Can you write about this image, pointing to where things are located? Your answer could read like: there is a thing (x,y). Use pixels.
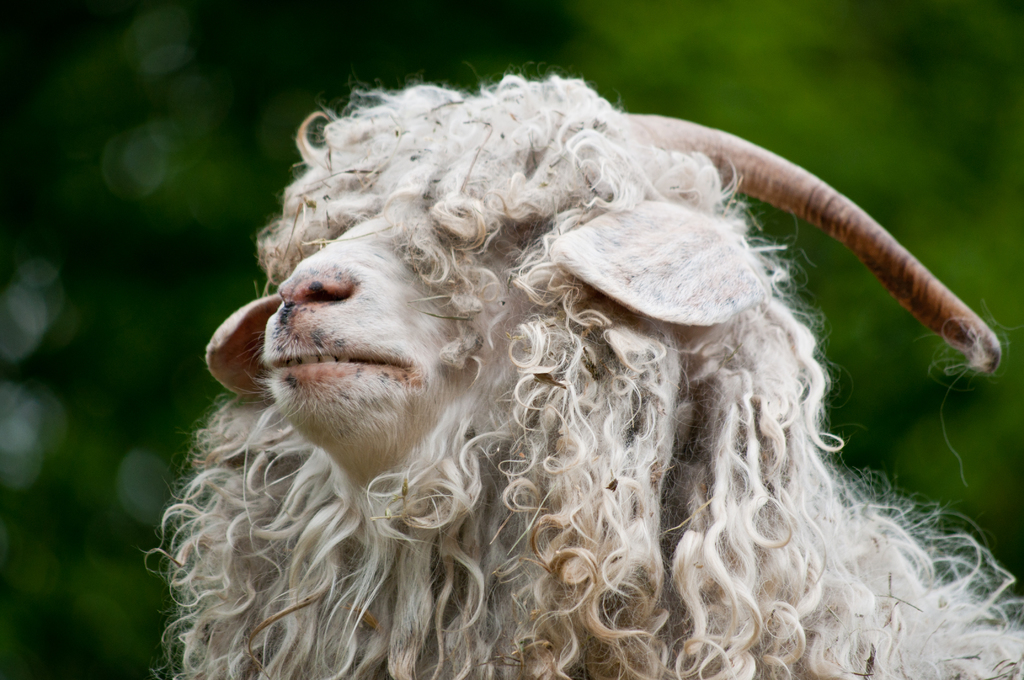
In this image we can see a goat (567,399).
